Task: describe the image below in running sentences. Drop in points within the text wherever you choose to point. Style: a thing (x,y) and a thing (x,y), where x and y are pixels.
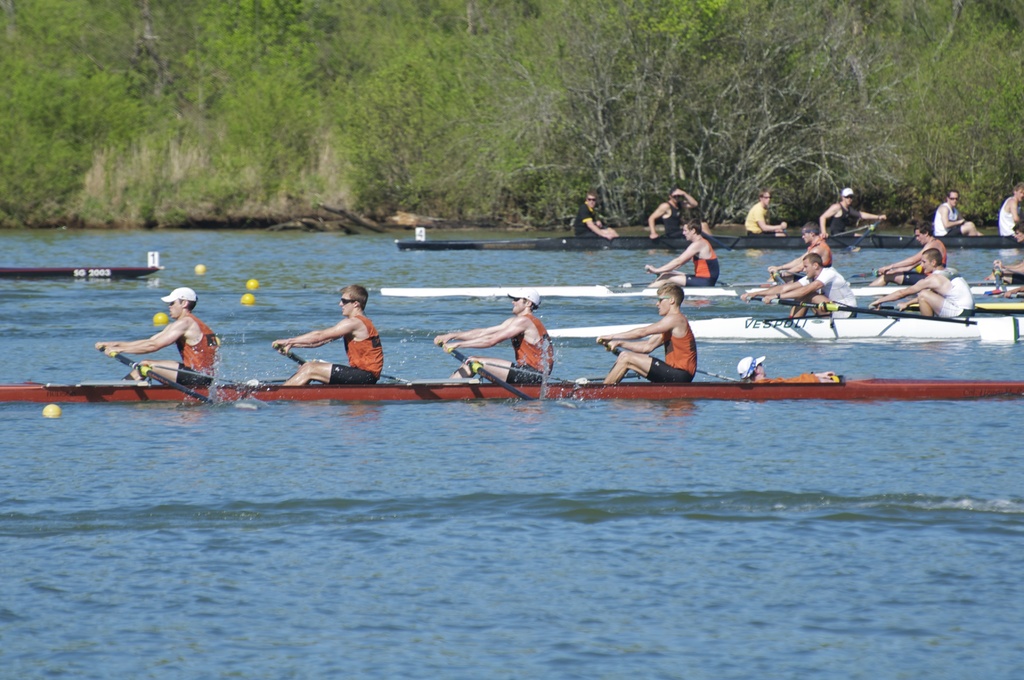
This image consists of four persons (690,373) sitting in the boat (560,381). At the bottom (413,520), there is water (386,536). In the background (509,141), there are trees (440,136). There are five boats (149,271) in this image.
